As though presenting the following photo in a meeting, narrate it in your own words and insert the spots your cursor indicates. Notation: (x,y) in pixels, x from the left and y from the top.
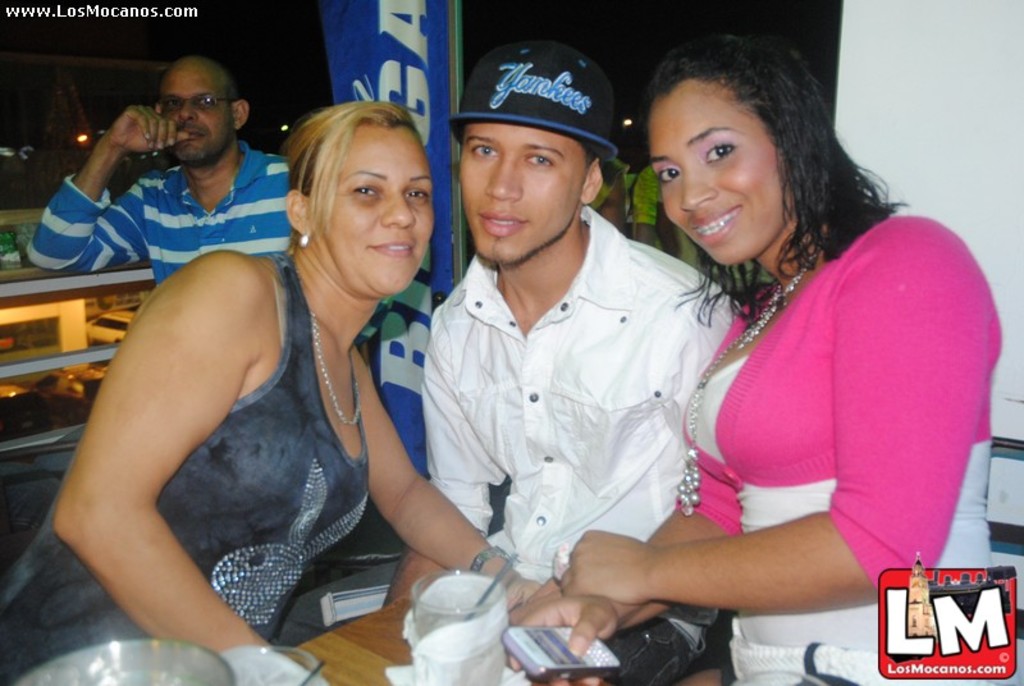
In front of the picture, we see two women (726,389) and a man (652,440) are sitting on the chairs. Three of them are smiling and they are posing for the photo. In front of them, we see a table (350,644) on which glasses (432,631) and tissue papers (428,646) are placed. Behind them, we see a white wall (884,86) and beside that, we see people (635,218) are standing. The man (200,62) on the left side (119,224) is wearing the white and blue T-shirt (236,195). Behind him, we see a board (402,76) in blue color with some text (419,96) written on it. Beside him, we see the railing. In the background (103,323), we see the lights (87,133), buildings (64,126) and the cars (44,413).
